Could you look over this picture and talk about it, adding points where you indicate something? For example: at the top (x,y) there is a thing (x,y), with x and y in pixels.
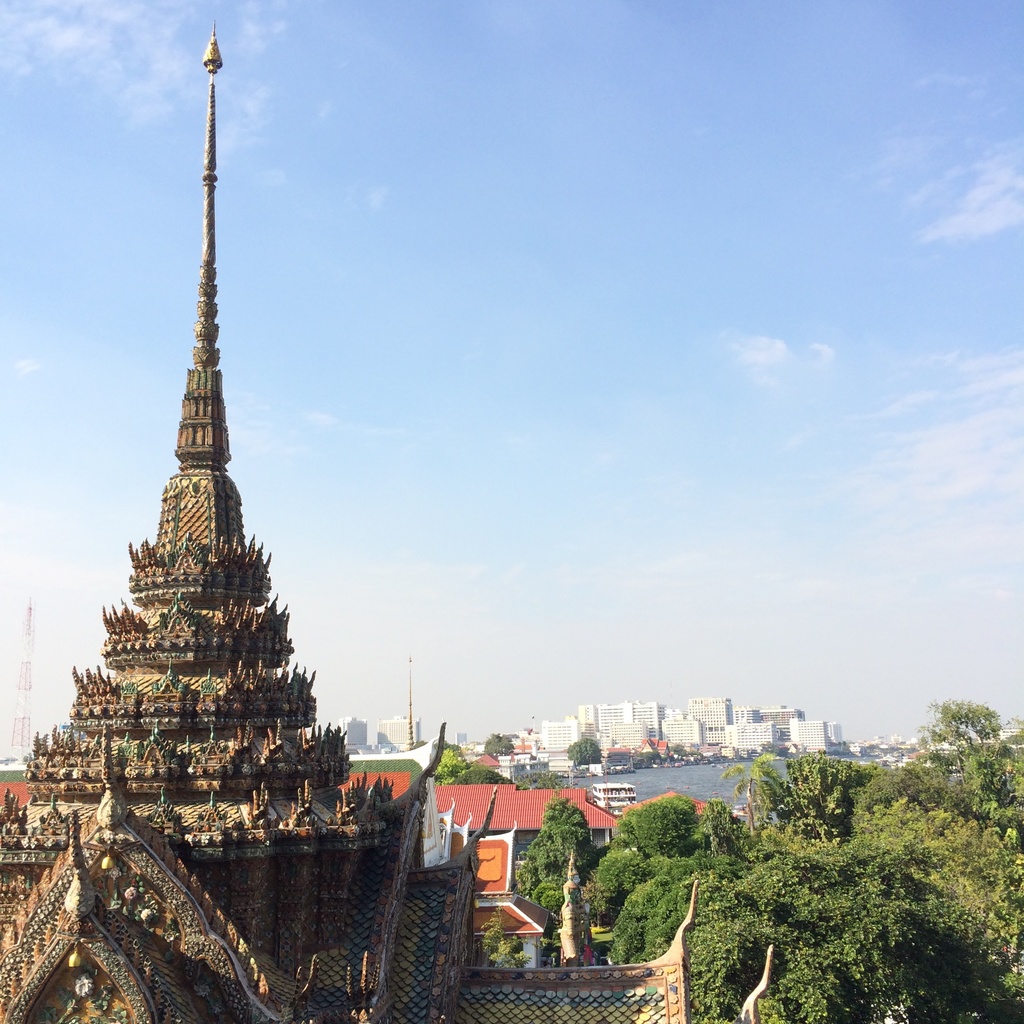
In this image there are buildings (372,937). There are trees (780,883). There is water (694,786). There are towers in the background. There are clouds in the sky (811,544).
